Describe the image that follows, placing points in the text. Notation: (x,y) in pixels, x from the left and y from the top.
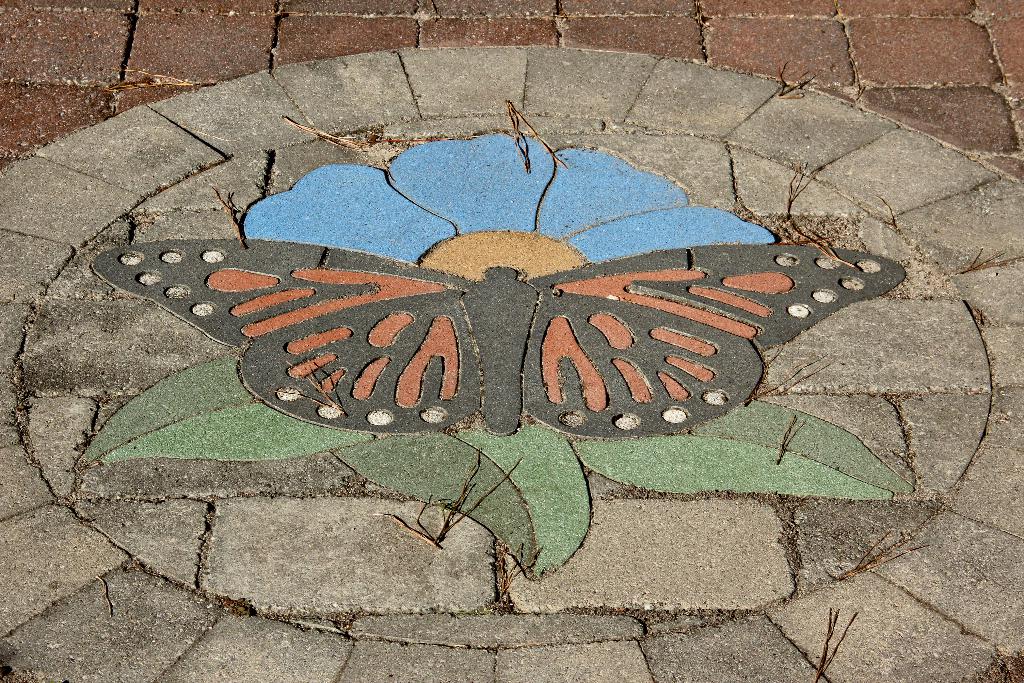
In the picture I can see painting (418,400) of butterfly (443,323), flower (467,232) which is on ground (448,124) made of granite stones (175,26).
